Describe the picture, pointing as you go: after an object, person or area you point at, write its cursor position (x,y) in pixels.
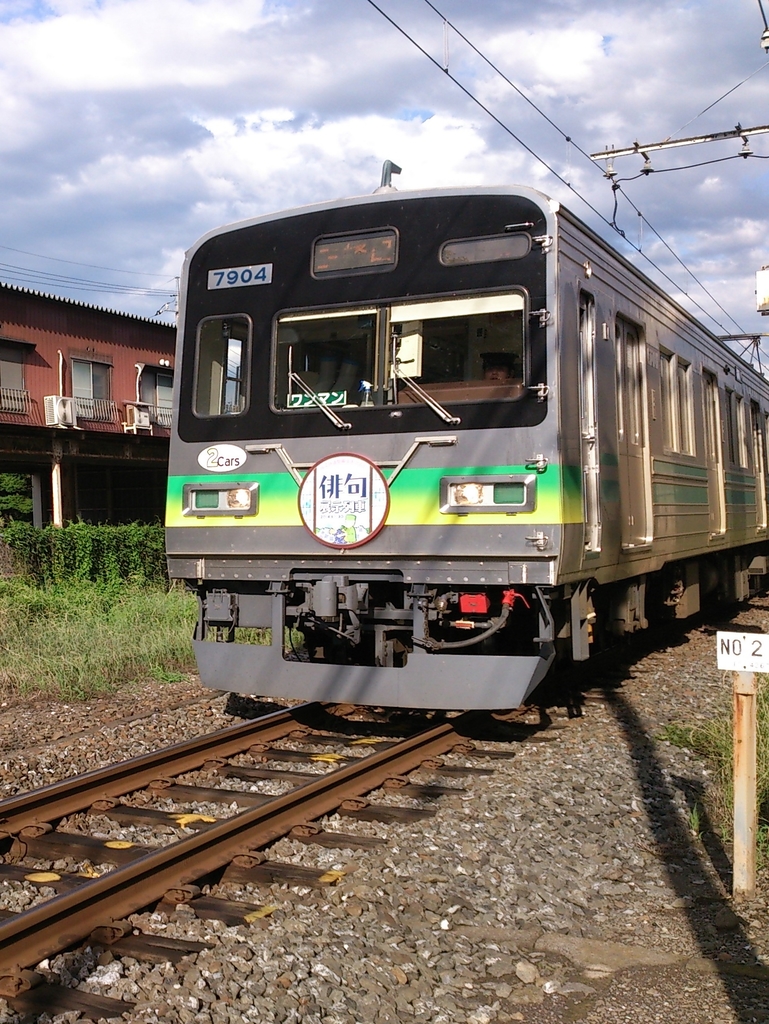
In this picture I can see a train (217,622) on the track (255,750), side I can see some rocks (334,770), plants (82,537), grass (99,617) and also I can see shed (45,386).
